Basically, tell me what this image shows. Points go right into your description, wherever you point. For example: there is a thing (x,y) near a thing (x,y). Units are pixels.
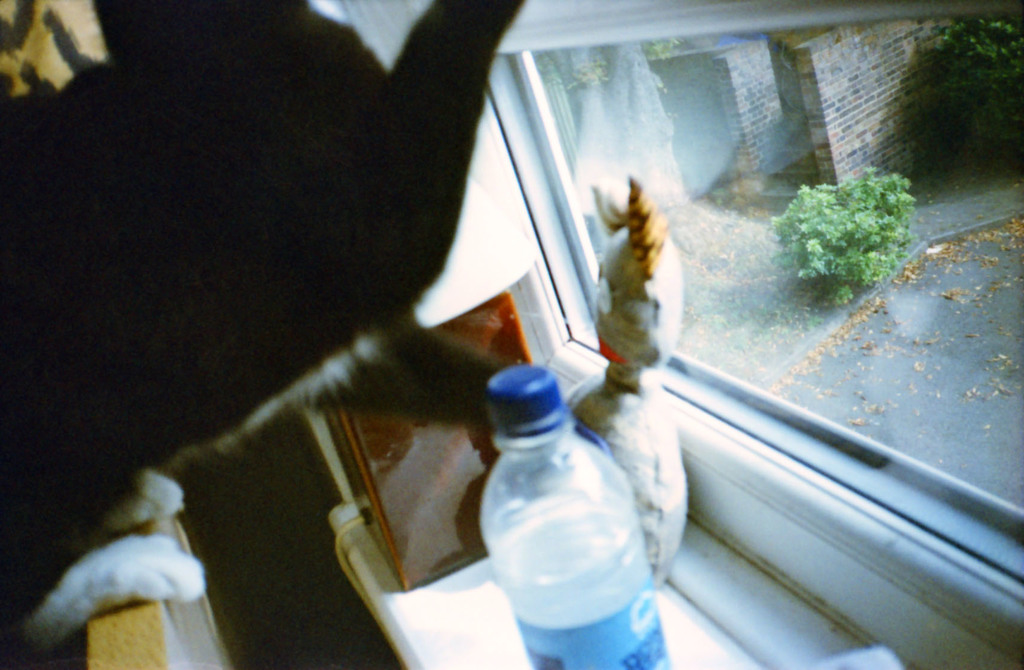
In this image i can see a water bottle (608,519) and a window (788,327) through which i can see a plant (848,233) and a building (854,105) made of brick (823,102).
